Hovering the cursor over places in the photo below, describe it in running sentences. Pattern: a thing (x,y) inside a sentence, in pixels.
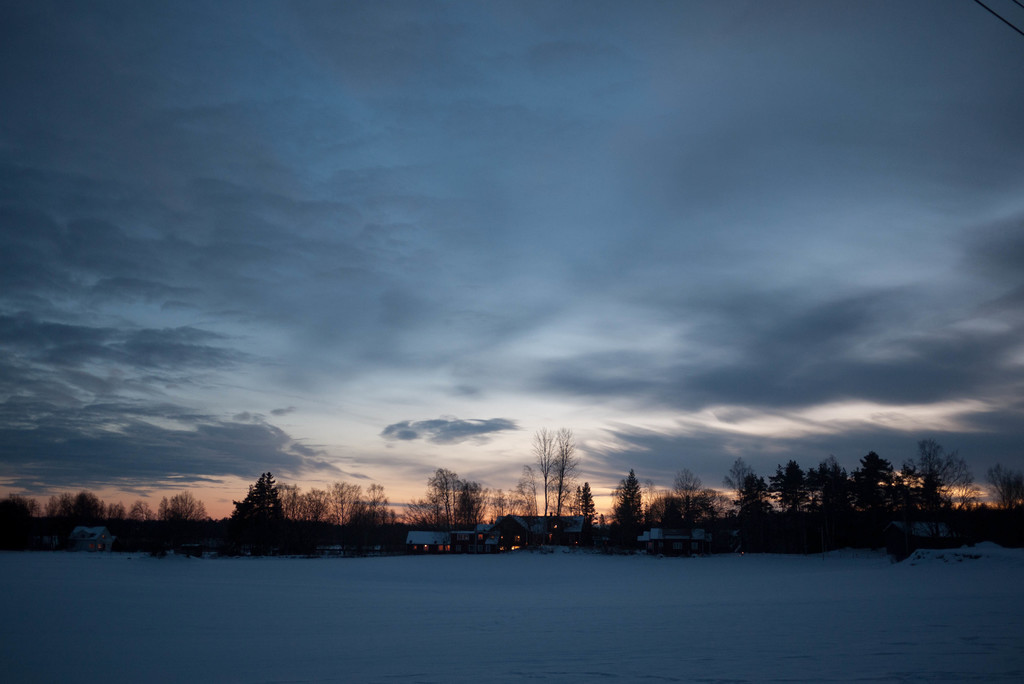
In this image, we can see trees (245,501), sheds (543,529) and we can see some lights (555,526). At the bottom (388,613), there is snow (322,558) and at the top (603,192), there are clouds (232,213) in the sky (312,234).
